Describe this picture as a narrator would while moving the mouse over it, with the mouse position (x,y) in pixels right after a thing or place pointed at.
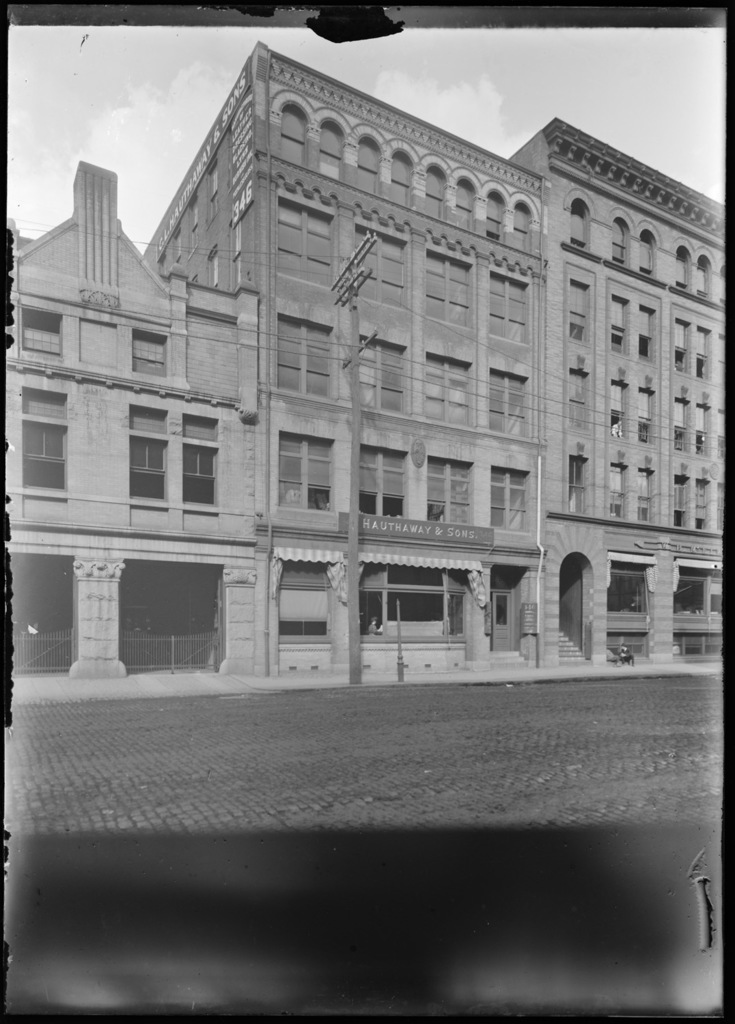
In this image we can see a building (312,334), there are some windows (320,378), railings (142,662), wires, stairs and pillars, in the background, we can see the sky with clouds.
